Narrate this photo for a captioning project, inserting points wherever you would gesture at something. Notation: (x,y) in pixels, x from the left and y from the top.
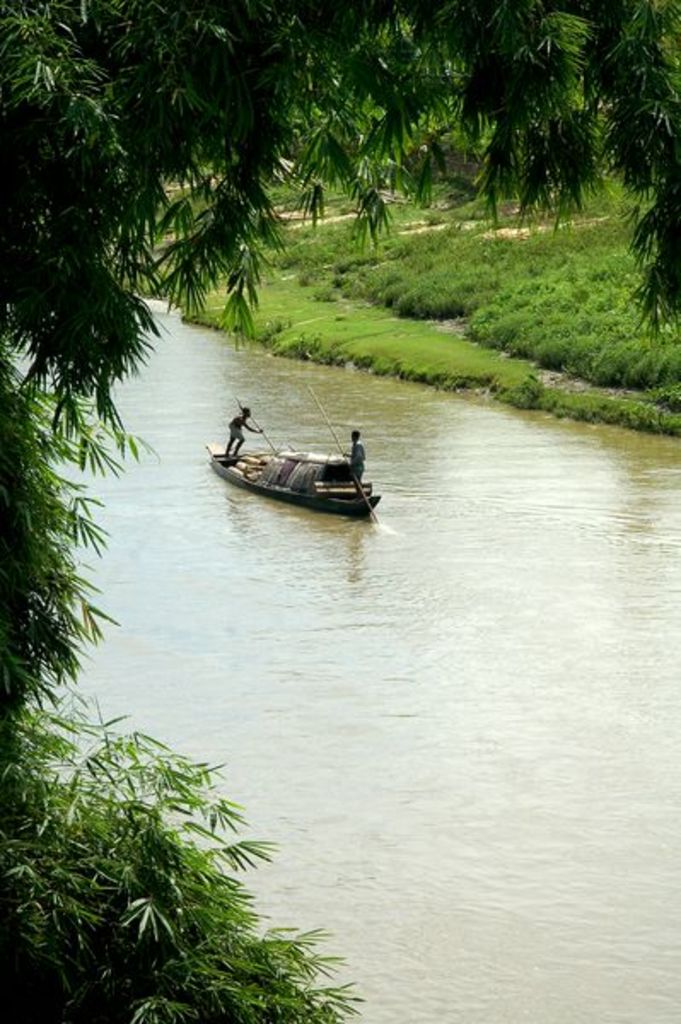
In this image in the center (285,481) there is a boat (320,490) in which there are persons (243,441) rowing a boat (286,466) on the water (399,585) and in the front (55,420) on the left side (44,396) there are leaves (164,181) and in the background (396,309) there is grass (402,284) on the ground (388,281).
